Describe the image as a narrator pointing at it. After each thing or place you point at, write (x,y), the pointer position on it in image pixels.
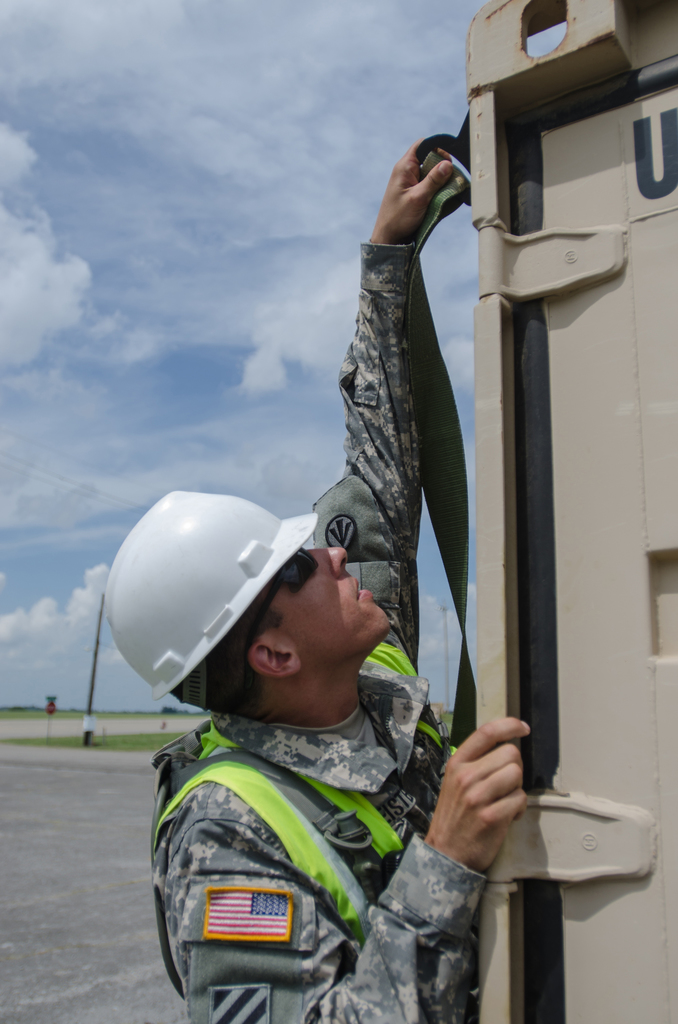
In the picture we can see a man (246,723) with a uniform (218,798) and hanging some belt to the metal door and in the background (47,648), we can see a grass surface (54,739), pole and behind it we can see a sky (173,305) with clouds (259,306).
